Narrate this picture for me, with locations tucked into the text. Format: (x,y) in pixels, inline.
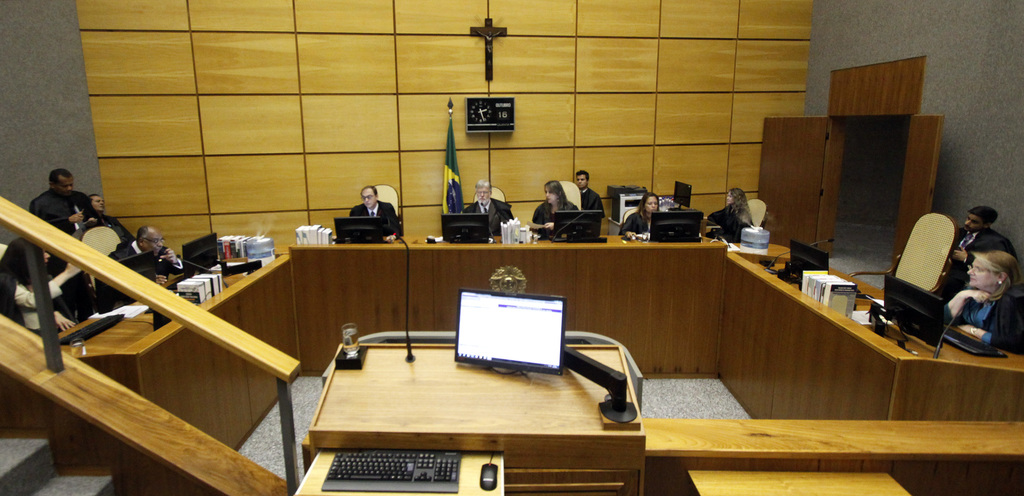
In this image there is a meeting hall (756,216). Many people (120,250) are sitting on chair (108,235). There is a desk (130,342) in front of them. On the desk (128,328) there are desktops (920,303), books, bottle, keyboards (960,340). In the right side (890,203) there is door (797,158). In the background (502,124) there is a clock (483,124), there is a cross (483,28), There is a flag (447,172). In the foreground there is a podium (489,414), there is a monitor (489,325), keyboard (407,466), mouse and a mic (410,357). On the bottom left side (39,455) there is a staircase (185,471).
